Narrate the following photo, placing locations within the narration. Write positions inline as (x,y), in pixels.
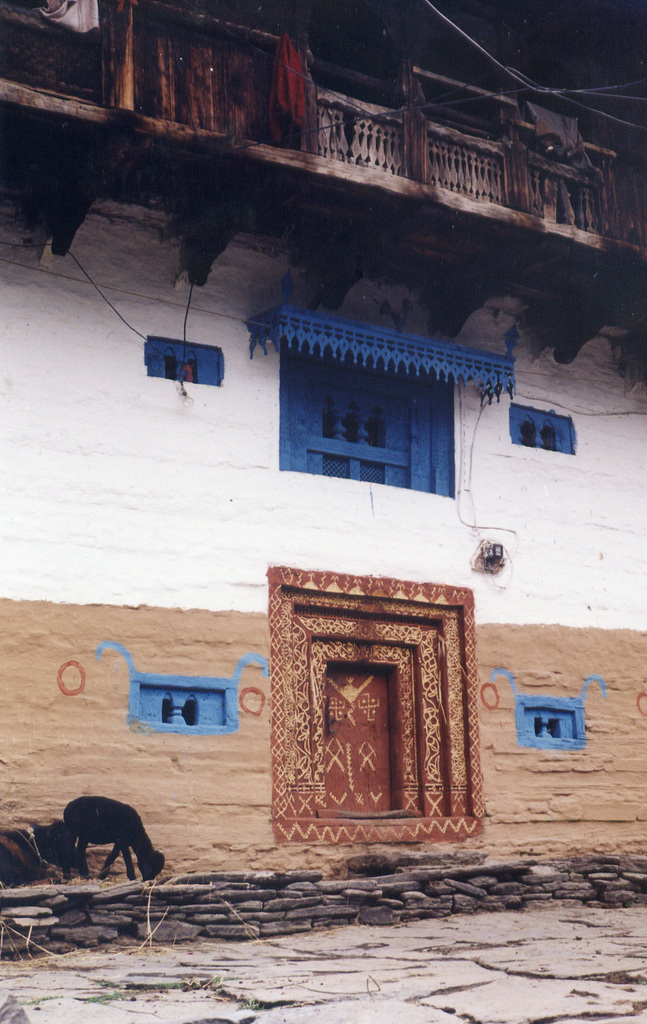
In this image we can see a building (314,377) with door (368,716) and windows (297,385). To the left side of the image (134,824) there are goats (113,834). At the bottom of the image (269,982) there is flooring (312,973).
